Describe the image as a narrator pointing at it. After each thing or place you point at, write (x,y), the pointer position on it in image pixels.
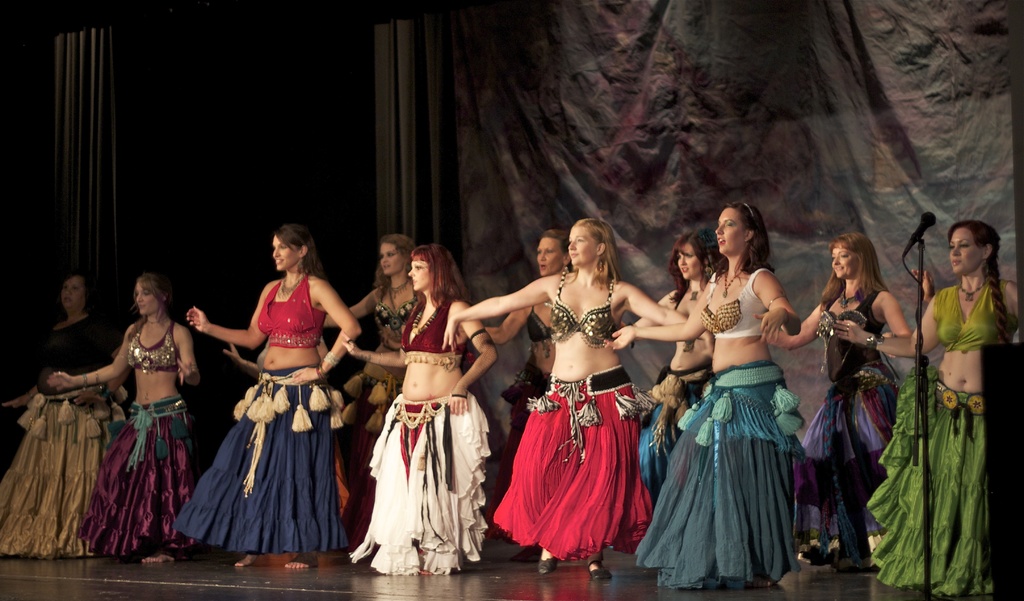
In this image I can see there are group of persons (383,434) and all are women (417,382) wearing a colorful dresses (753,368) and they are standing on stage (544,578) and at the top (88,125) I can see a black color curtain (258,146) and on the right side (923,249) I can see a mike (917,237) and they are performing a dance.
